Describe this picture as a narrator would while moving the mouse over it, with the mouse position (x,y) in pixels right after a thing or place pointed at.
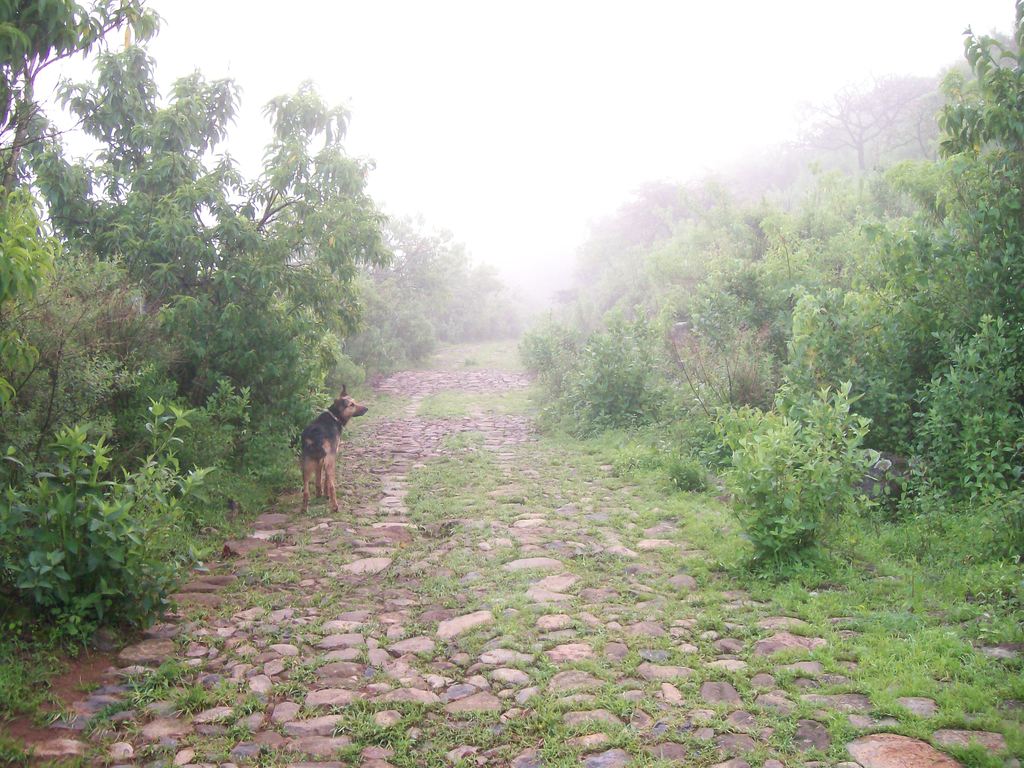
In this image we can see a dog (328,449) which is of black and brown color standing at the middle of the image (343,417) and there are some trees (701,340) and foggy sky (431,110).
